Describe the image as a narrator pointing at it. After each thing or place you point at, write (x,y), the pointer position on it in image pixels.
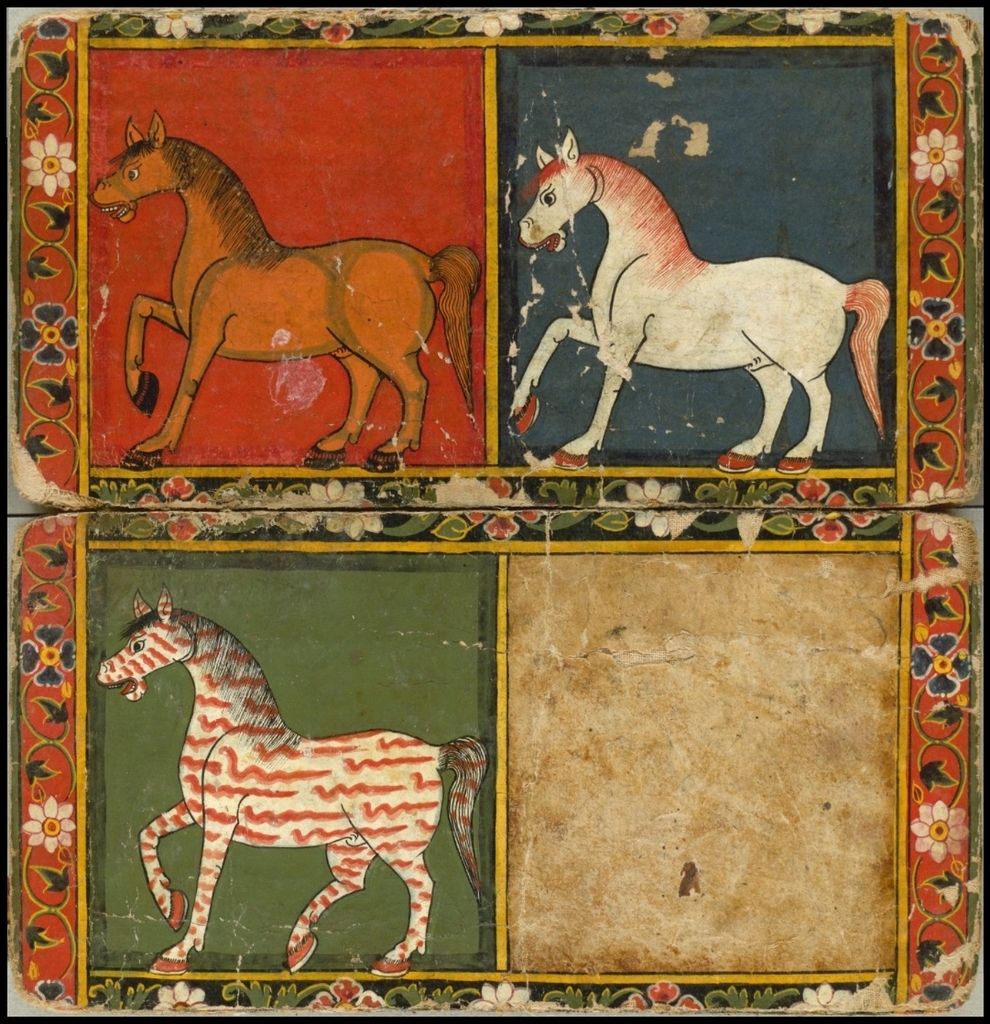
In this image there is a painting (441,614) on a wooden surface (451,482), in that painting (442,506) there are three horses (321,817).
